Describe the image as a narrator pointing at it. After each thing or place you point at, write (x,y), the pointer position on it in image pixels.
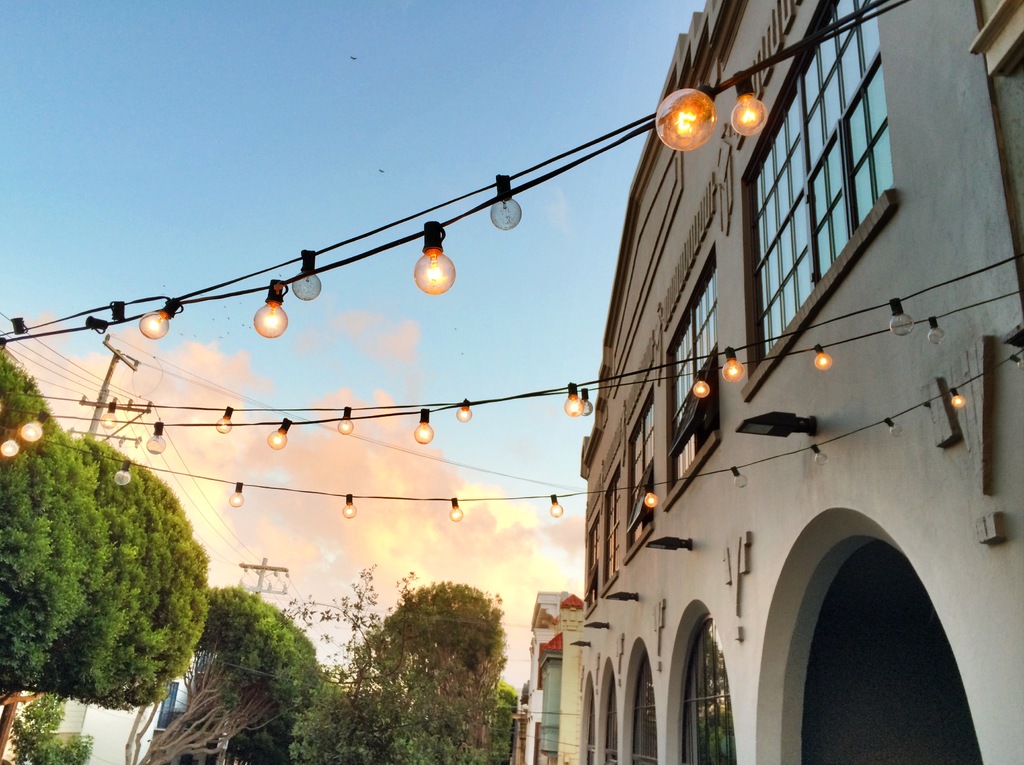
In this picture I can see buildings (568,651), trees (413,704) and few poles (240,567) and I can see serial bulbs (503,199) and a blue cloudy sky (417,324).
